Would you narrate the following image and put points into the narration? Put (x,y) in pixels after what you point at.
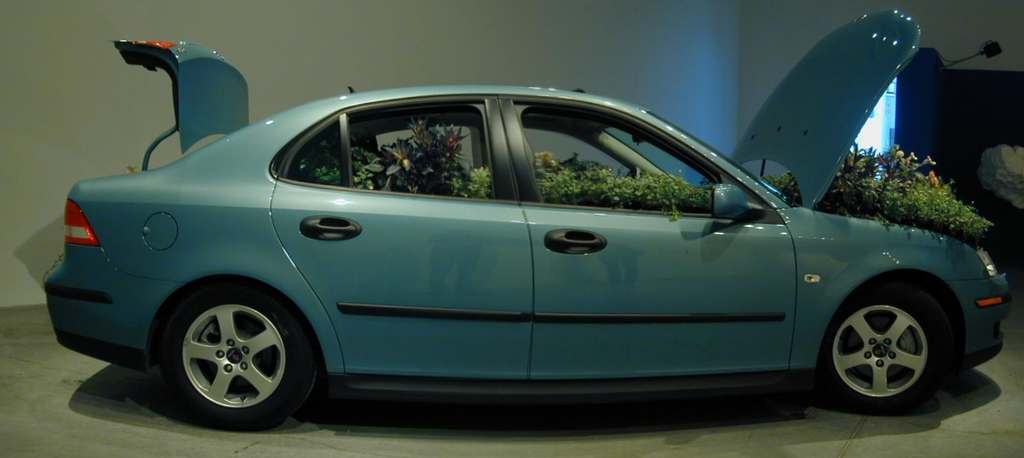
We can see a car (651,373) on the surface (469,457) and we can see plants (608,187) in a car (712,230). In the background (739,19) we can see wall (749,12), window (888,98) and light (989,57) with stand (971,57).
